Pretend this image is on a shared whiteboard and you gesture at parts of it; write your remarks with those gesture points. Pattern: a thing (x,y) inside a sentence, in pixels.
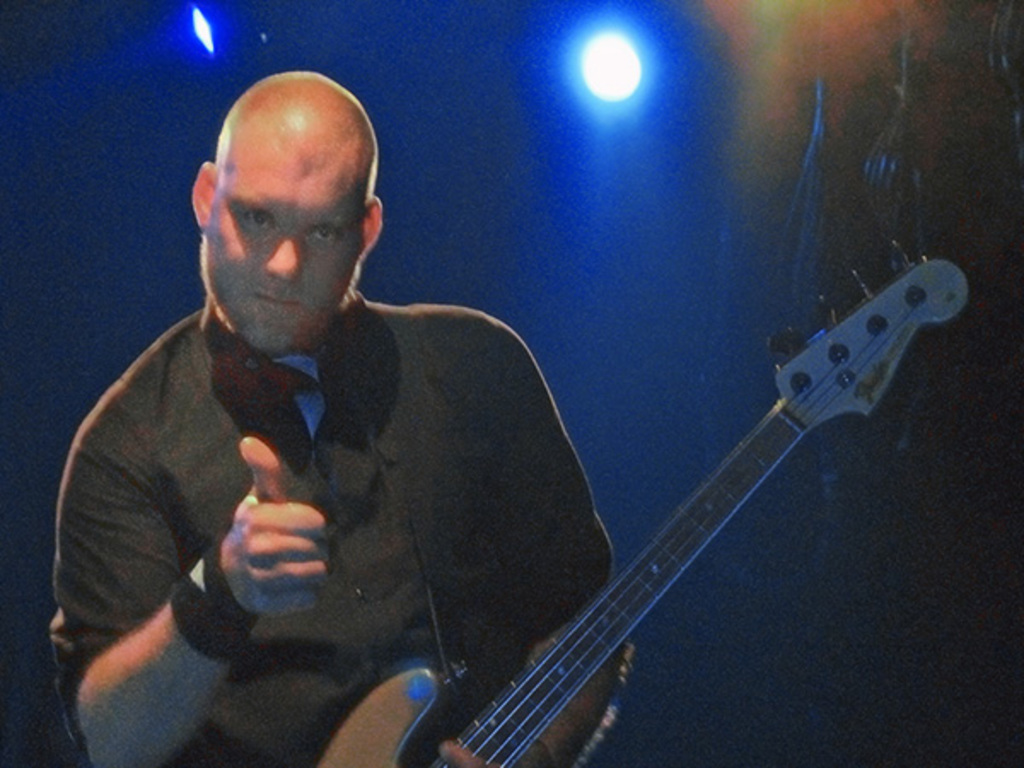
There is a man (319,277). He is indicating a sign (249,539). He is holding a guitar (650,591). He is wearing a black color shirt (450,425). In the background (615,60), there is a light (207,43). Background (523,202) is in blue color.
